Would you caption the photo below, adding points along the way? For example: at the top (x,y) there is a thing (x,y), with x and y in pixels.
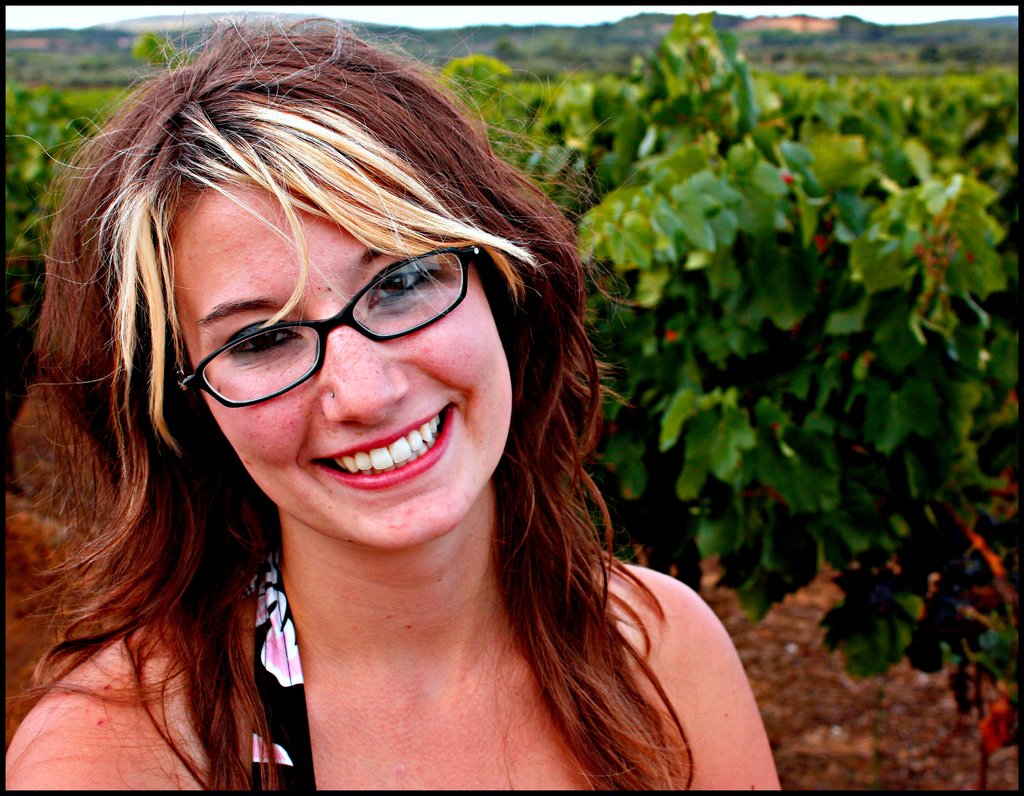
This is an edited picture. I can see a woman (456,379) smiling, there are trees (812,83), and in the background (125,37) there are hills (408,38).
